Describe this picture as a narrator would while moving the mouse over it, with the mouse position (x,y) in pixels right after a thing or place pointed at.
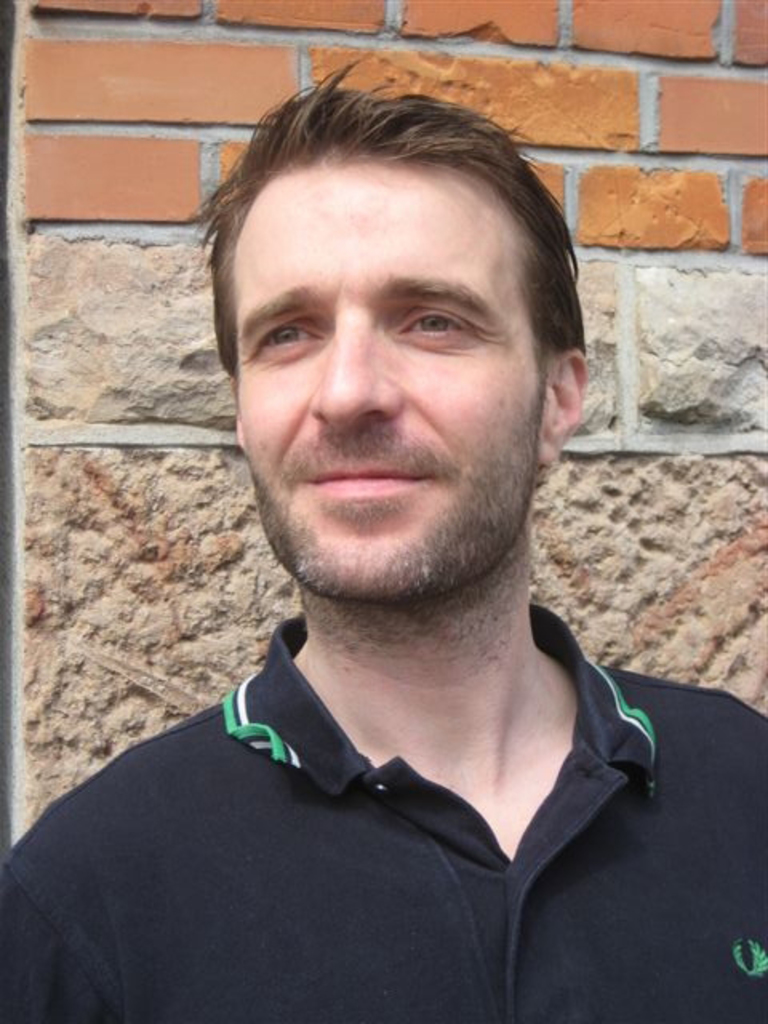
Here I can see a man (274,846) wearing black color t-shirt (291,877) and smiling by looking at the left side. At the back of him I can see a wall (126,413).
